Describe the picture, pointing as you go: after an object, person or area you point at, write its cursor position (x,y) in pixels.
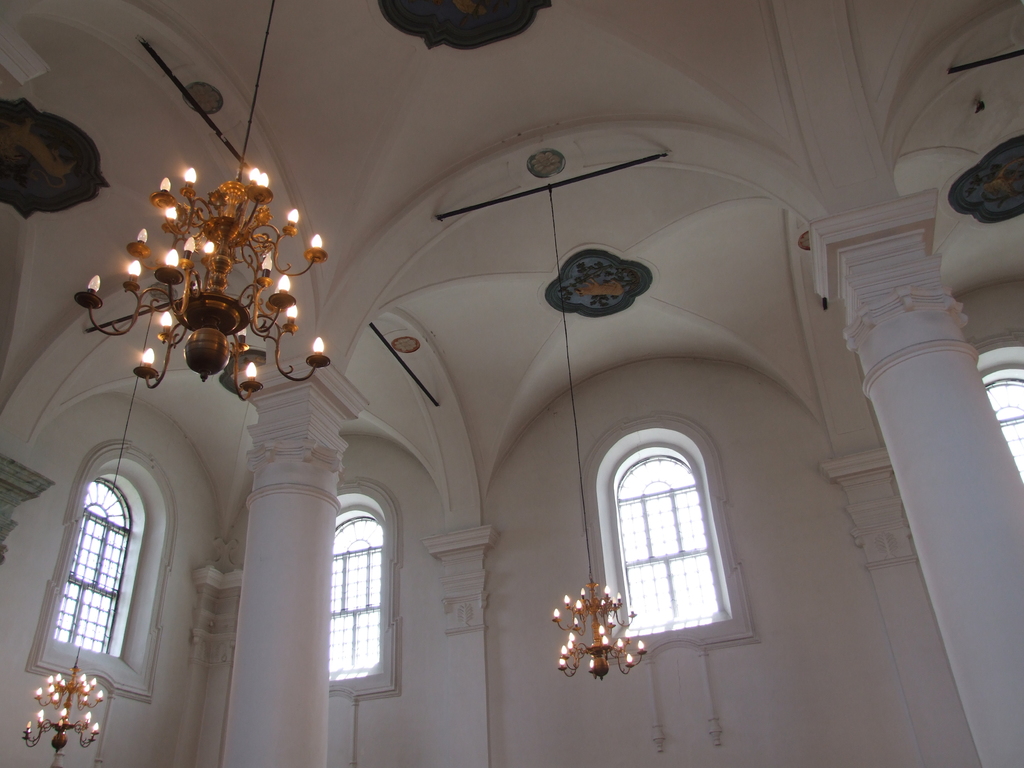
In this image we can see the interior of the building (451,509) and it is having many windows (381,582). There are few lamps (273,297) in the image. There are two pillars (995,579) of the building (613,541).
